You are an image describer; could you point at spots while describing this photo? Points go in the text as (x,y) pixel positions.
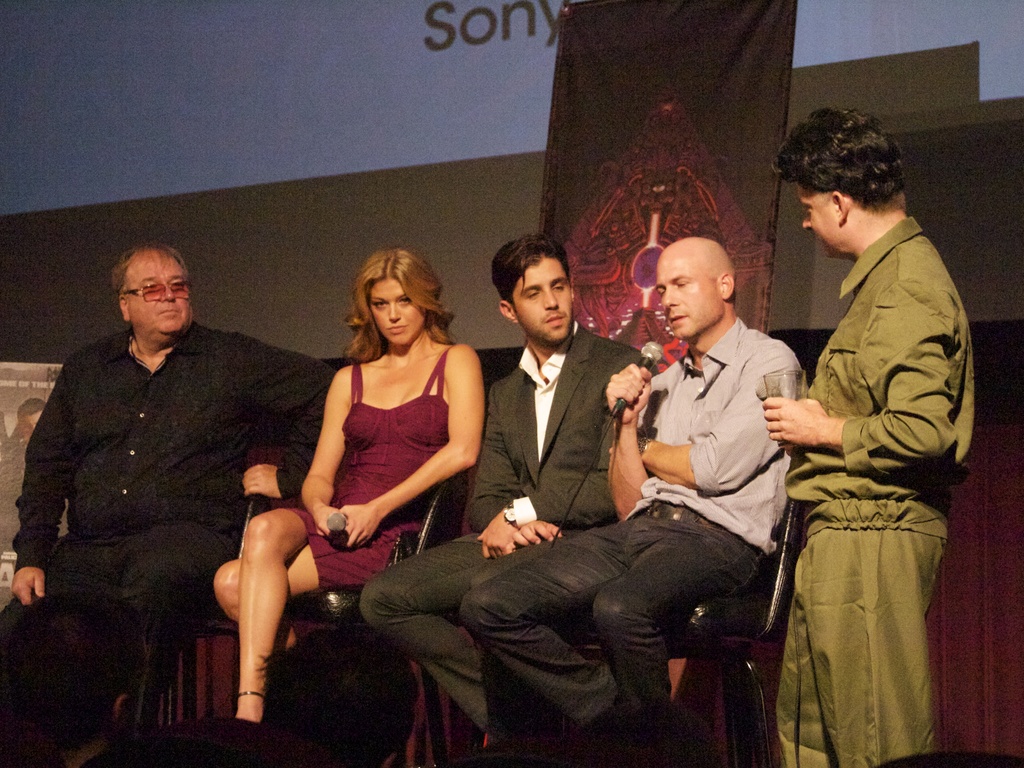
In this picture, there are group of people (477,495). Among them, four people (553,352) are sitting on the chairs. Towards the right (882,505), there is another man (839,390) standing beside them. He is wearing green clothes (864,461) and he is holding an object (801,392). Beside him, there is another man (699,394), holding a mike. In the center (567,403), there is a man (447,576) wearing a blazer (483,506) and a trouser (461,563). Towards the left (281,486), there is a woman (414,413) and a man (76,430). In the background (534,140), there is a screen (481,137) with some text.
